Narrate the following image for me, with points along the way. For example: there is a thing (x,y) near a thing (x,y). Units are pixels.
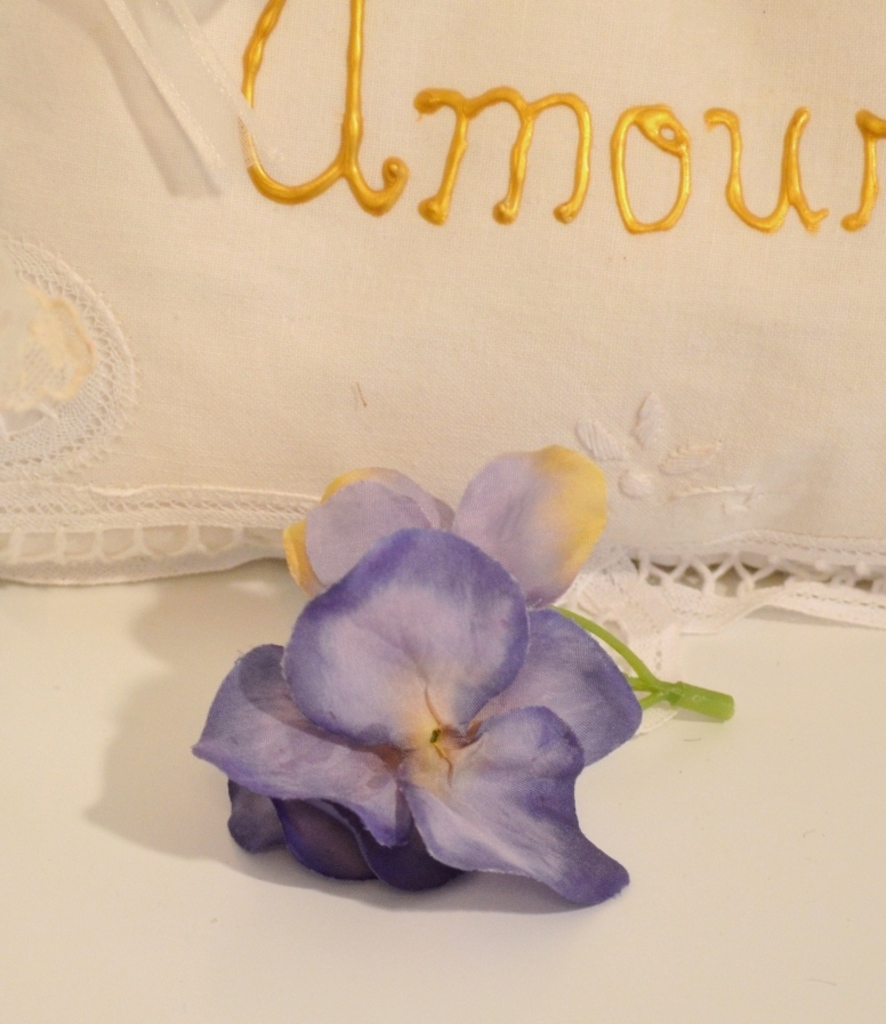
On the white color surface (743,698) there is a violet color flower (446,655). Behind the flower (381,535) there is a white color cloth (242,278) with a yellow color name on it.
